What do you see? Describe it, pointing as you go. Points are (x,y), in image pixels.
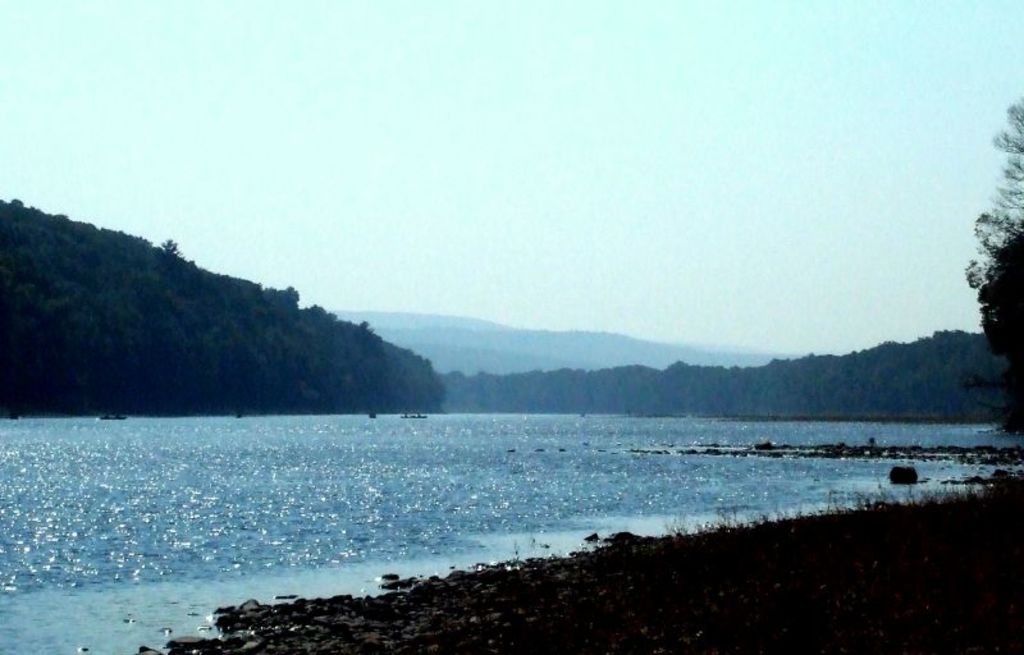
In this picture we can see water (696,477), trees (254,299), hills (254,299) and a sky (430,148).
